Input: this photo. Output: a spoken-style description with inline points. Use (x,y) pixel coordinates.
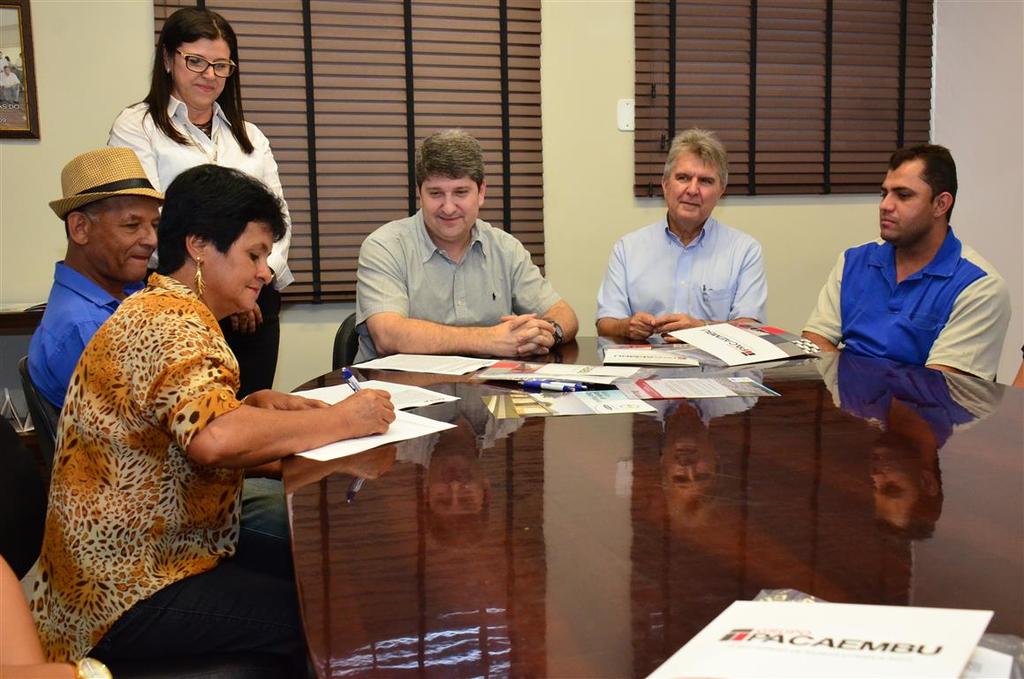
5 persons (262,516) are sitting on the chairs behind them there is a wall (552,180).
